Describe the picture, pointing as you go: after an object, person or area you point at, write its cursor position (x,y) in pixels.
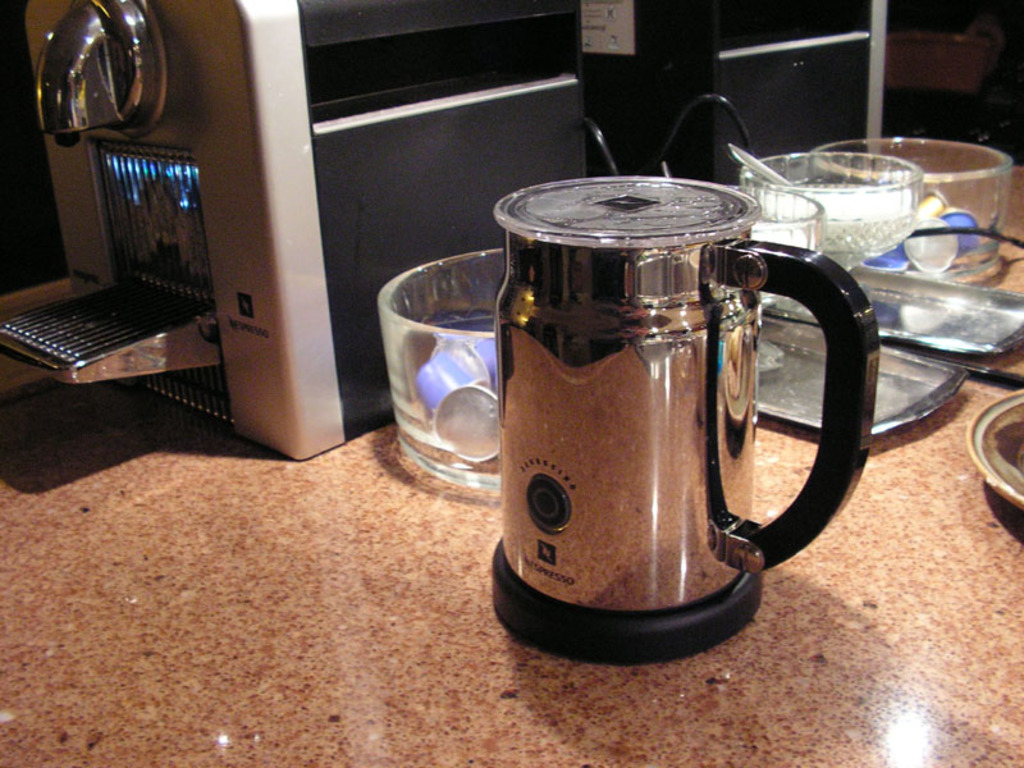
At bottom of this image (322,668) I can see a marble (263,535) on which coffee machine (336,199), jar (588,264), bowls (840,195), trays (884,280) are placed.
